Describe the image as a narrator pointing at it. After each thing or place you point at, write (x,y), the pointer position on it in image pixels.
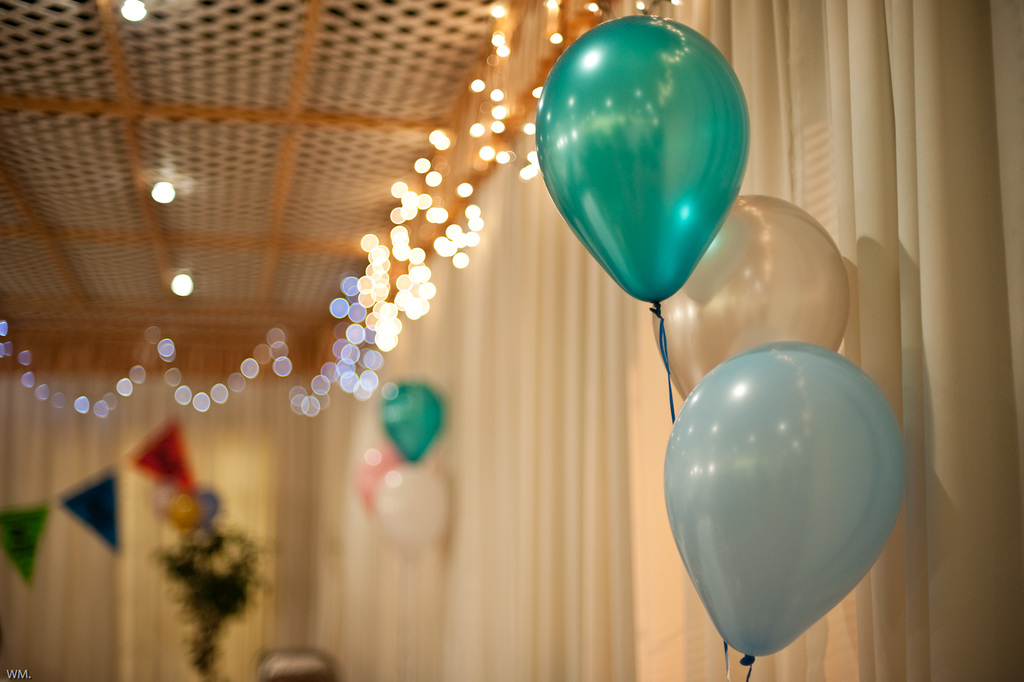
In this image we can see few balloons (734,543) and lights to the curtain (535,500) and few lights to the ceiling (234,231) and there are few flags (95,509) as a blurry background (111,511).
